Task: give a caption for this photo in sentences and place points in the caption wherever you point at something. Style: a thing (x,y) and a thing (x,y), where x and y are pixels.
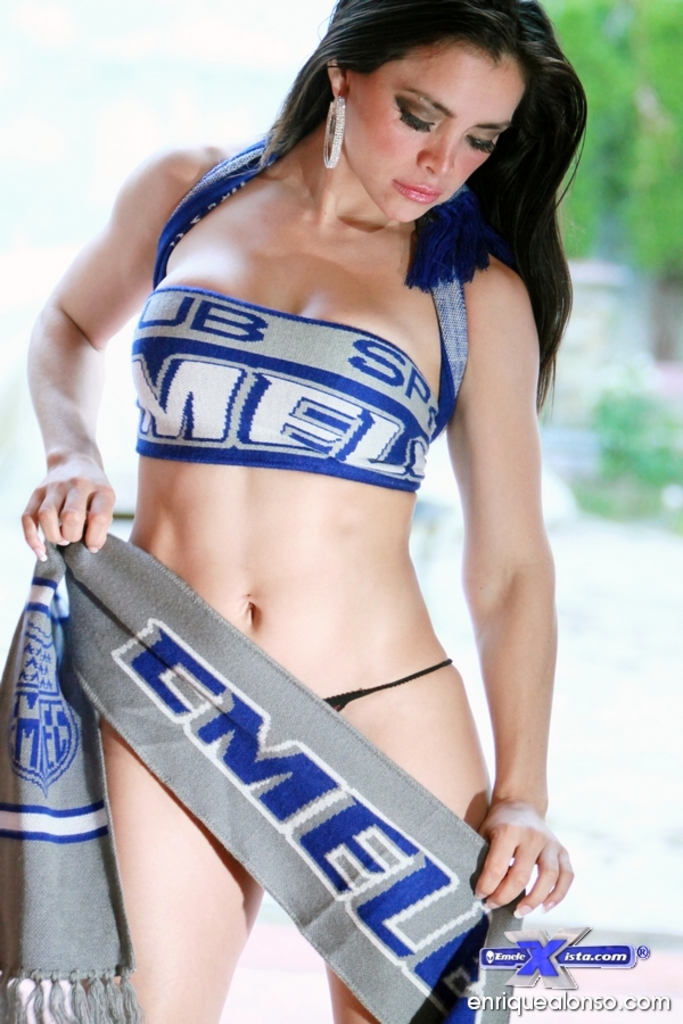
In this image I see a woman (280,432) who is wearing a bikini (259,313) and I see that she is holding a cloth (50,601) in her hands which is of grey, white and blue in color and I see a word (238,729) written over here and I see the watermark (580,1010) over here and it is blurred in the background (91,99).
